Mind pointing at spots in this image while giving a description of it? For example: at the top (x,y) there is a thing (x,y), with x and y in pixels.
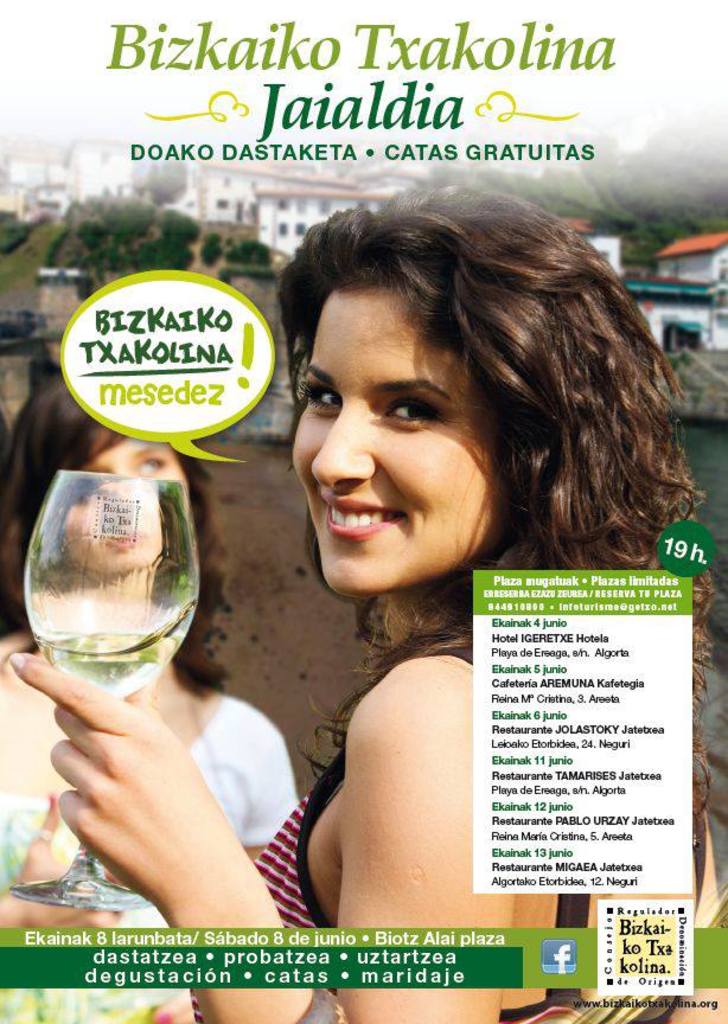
this is a poster (502,791). Here we can see a woman (416,476) holding a pretty smile on her face (361,513). We can see a glass (146,656) in her hand (131,705). Near to this woman (417,812) we can see other women (242,714) standing. On the background (674,233) we can see trees (674,233) and buildings (193,184). This is a river (715,509).
